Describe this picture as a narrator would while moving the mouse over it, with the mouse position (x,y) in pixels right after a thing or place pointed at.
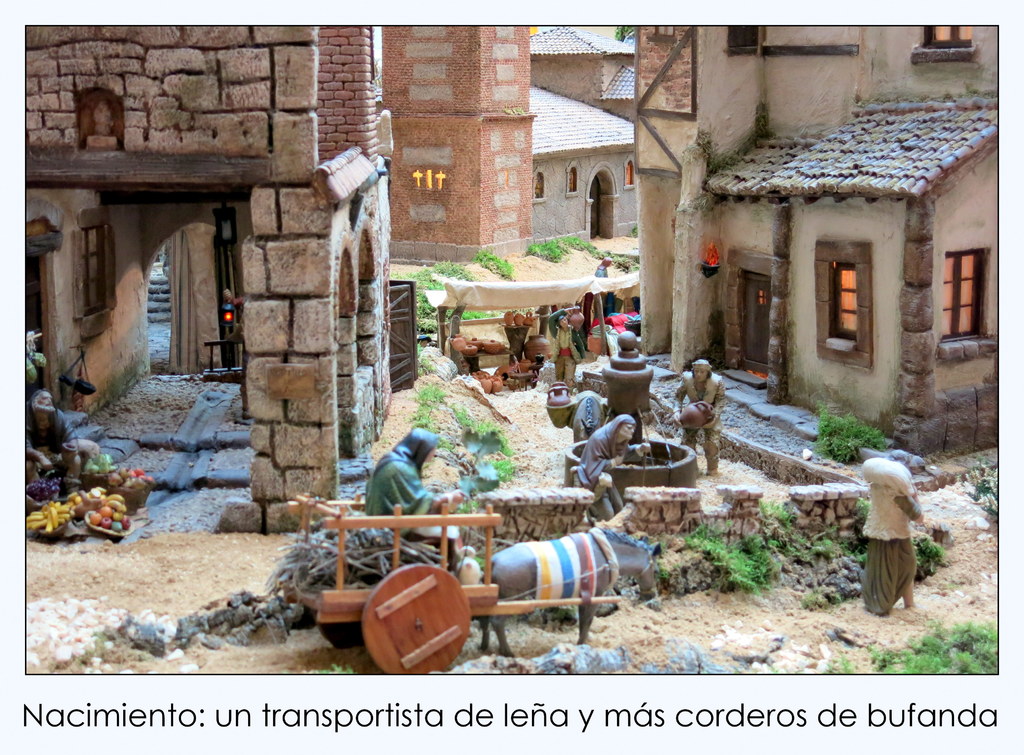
In this image we can see depictions of persons (705,381), houses (207,335), fruits (119,495), animals (621,552). At the bottom of the image (912,712) there is some text (465,714).
